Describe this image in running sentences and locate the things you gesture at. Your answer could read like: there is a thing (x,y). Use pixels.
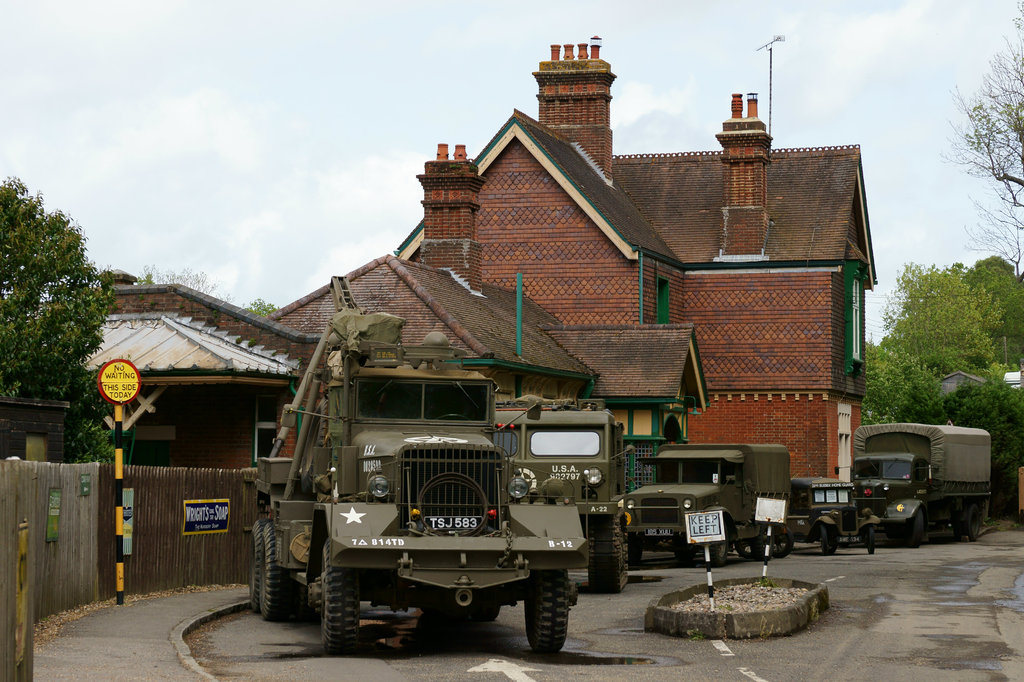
In this image, this looks like a building (593,261), with the windows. These are the vehicles (830,526) on the road (738,572). On the left side of the image (129,539), I can see the posts (123,521) attached to the wooden fence (241,499). I can see the boards (712,537) to the poles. These are the trees (954,328). This is the sky (900,37).
